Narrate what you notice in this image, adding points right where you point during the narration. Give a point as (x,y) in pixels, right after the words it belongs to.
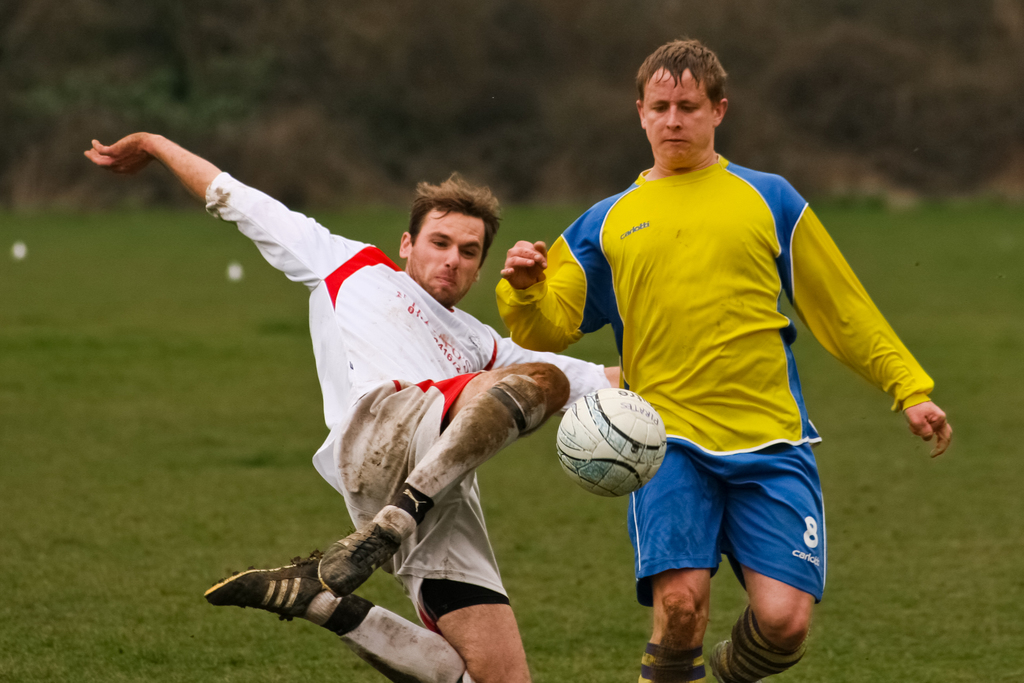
In the image we can see there are two men (434,560) who are playing with a football (614,451) and the ground (167,496) is filled with grass (916,569).
